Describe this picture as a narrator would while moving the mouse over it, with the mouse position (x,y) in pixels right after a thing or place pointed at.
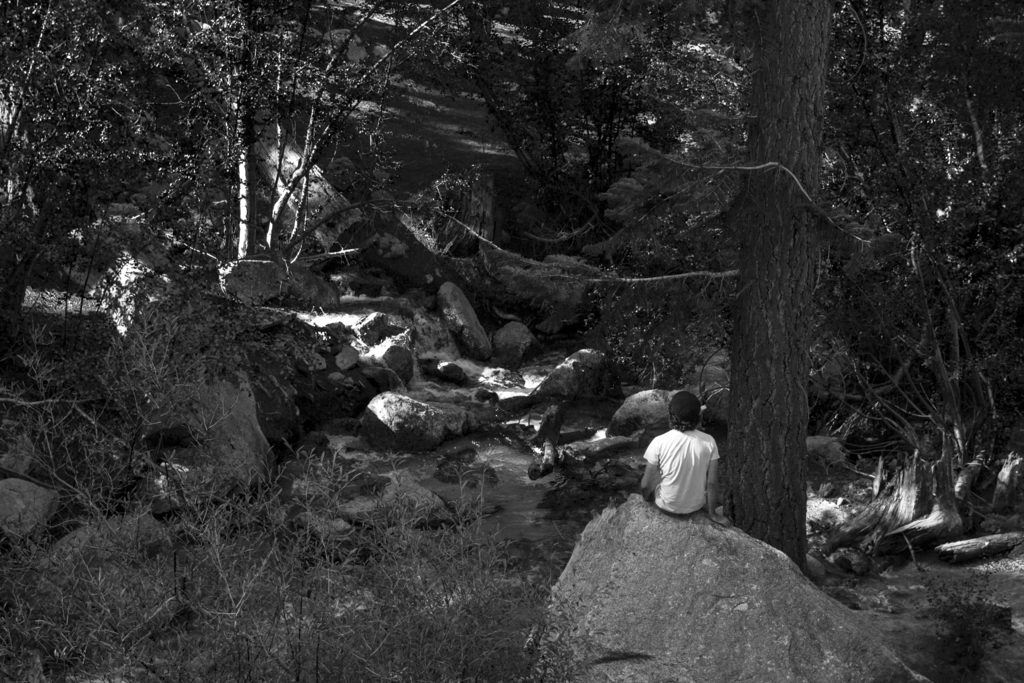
This is a black and white image. In the center of the image (475,449) there is a waterfall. There are trees (611,220). There is a person (700,420) sitting on the stone (665,569). At the bottom of the image (219,609) there are dried plants (175,592).
